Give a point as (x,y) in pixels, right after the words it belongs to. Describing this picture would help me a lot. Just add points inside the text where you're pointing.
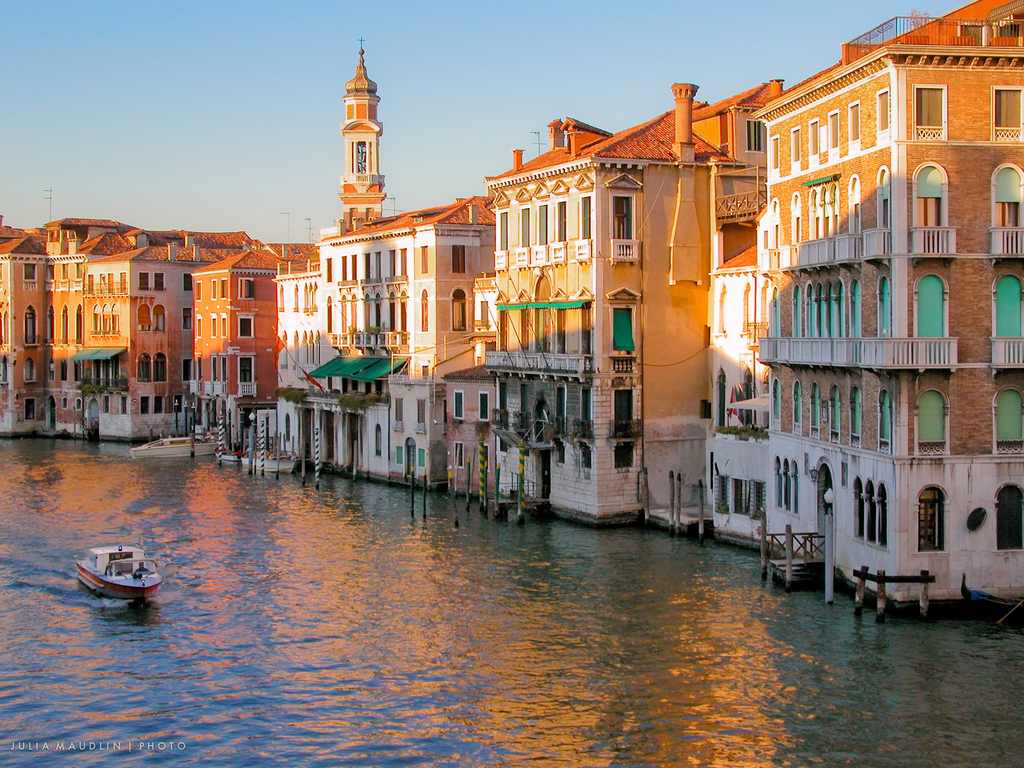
In this image we can see a group of buildings (829,473) with windows (880,322), railings (836,345) and a flag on a pole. In the foreground of the image (827,560) we can see some poles (827,560). On the left side of the image (126,588) we can see a person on a boat (126,588) placed in the water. At the top of the image (293,20) we can see the sky (269,36). In the bottom left corner of the image (83,749) we can see some text (130,749).
